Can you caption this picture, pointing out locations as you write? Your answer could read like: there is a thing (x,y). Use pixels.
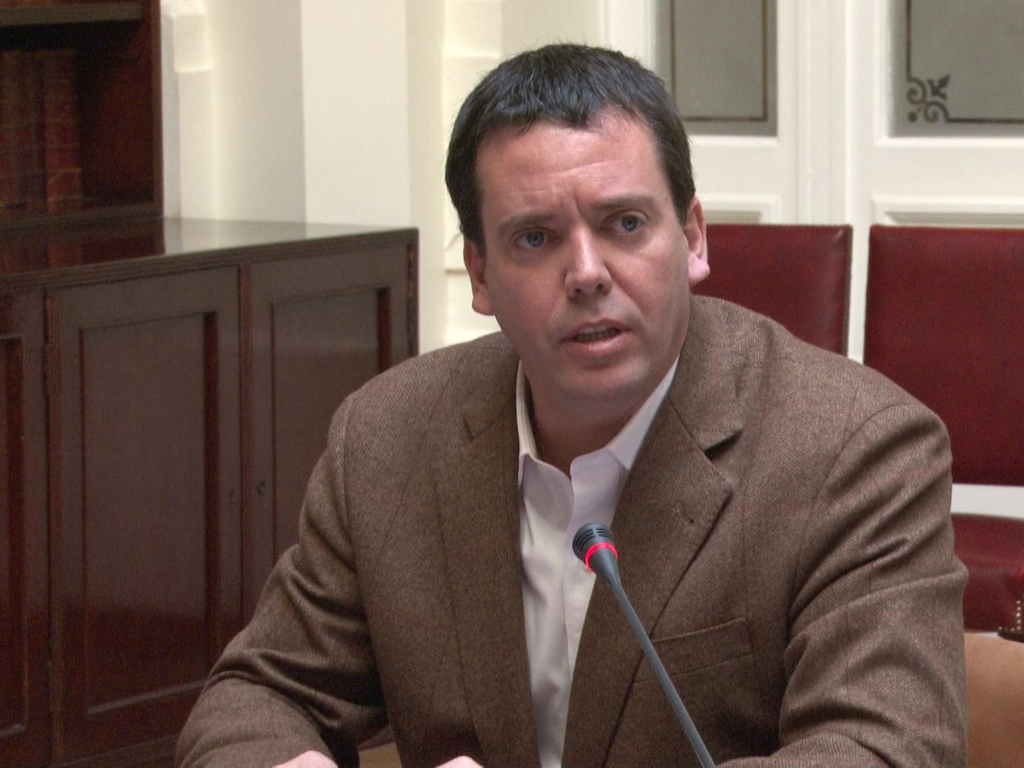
In this picture there is a man (581,597) and we can see a microphone (694,744). In the background of the image (431,102) we can see cupboards (196,396), wall (450,9) and chairs (884,243).
